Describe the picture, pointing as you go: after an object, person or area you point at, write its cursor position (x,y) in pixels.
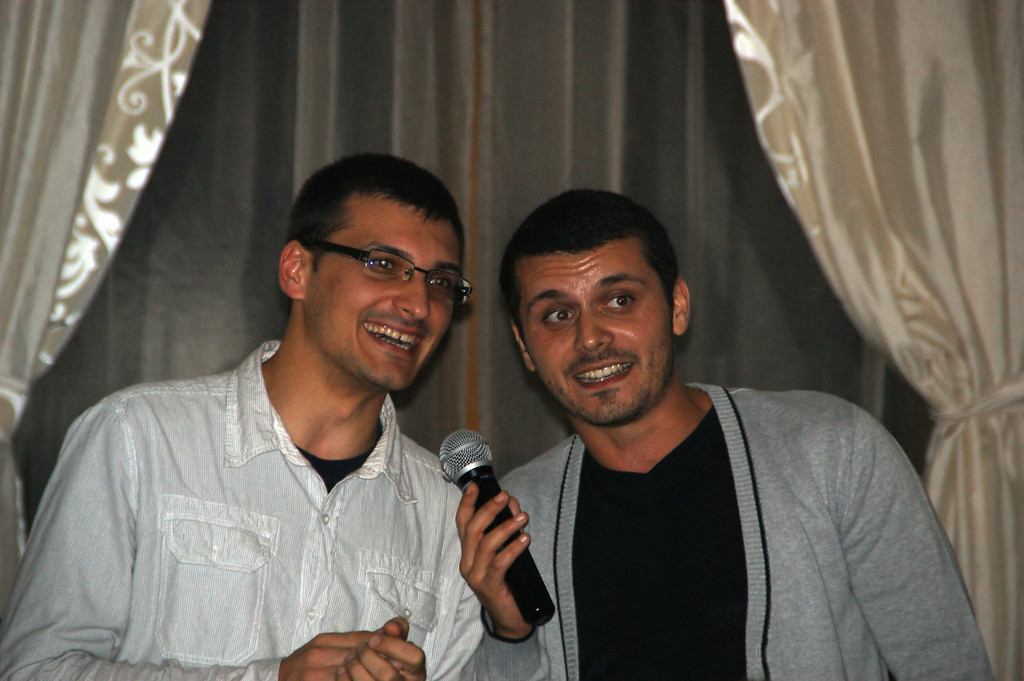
In the image we can see there are two men (582,488) who are standing and holding mic (450,439) in their hand (494,563) and at the back (971,83) there are curtains (508,97).
